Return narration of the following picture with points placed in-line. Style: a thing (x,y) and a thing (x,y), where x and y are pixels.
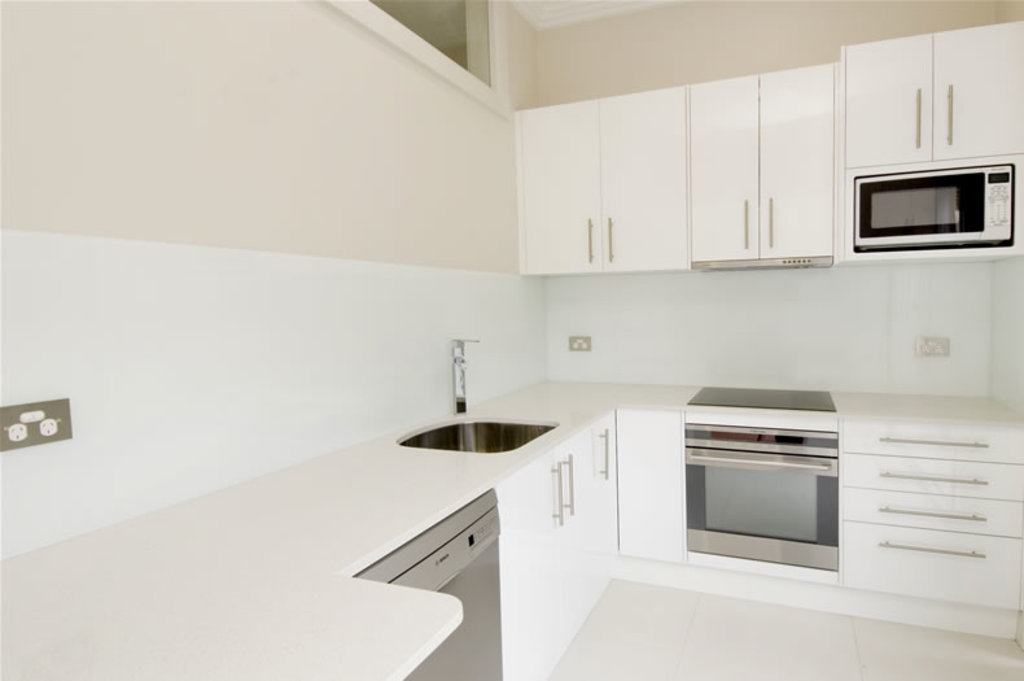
In this image we can see kitchen platform (337,538) with racks (556,524). On that there is a wash basin (454,433) with tap (462,376). On the wall (448,374) there is a cupboard (755,110). Also there is a microwave oven (932,213) in the cupboard (884,167).
